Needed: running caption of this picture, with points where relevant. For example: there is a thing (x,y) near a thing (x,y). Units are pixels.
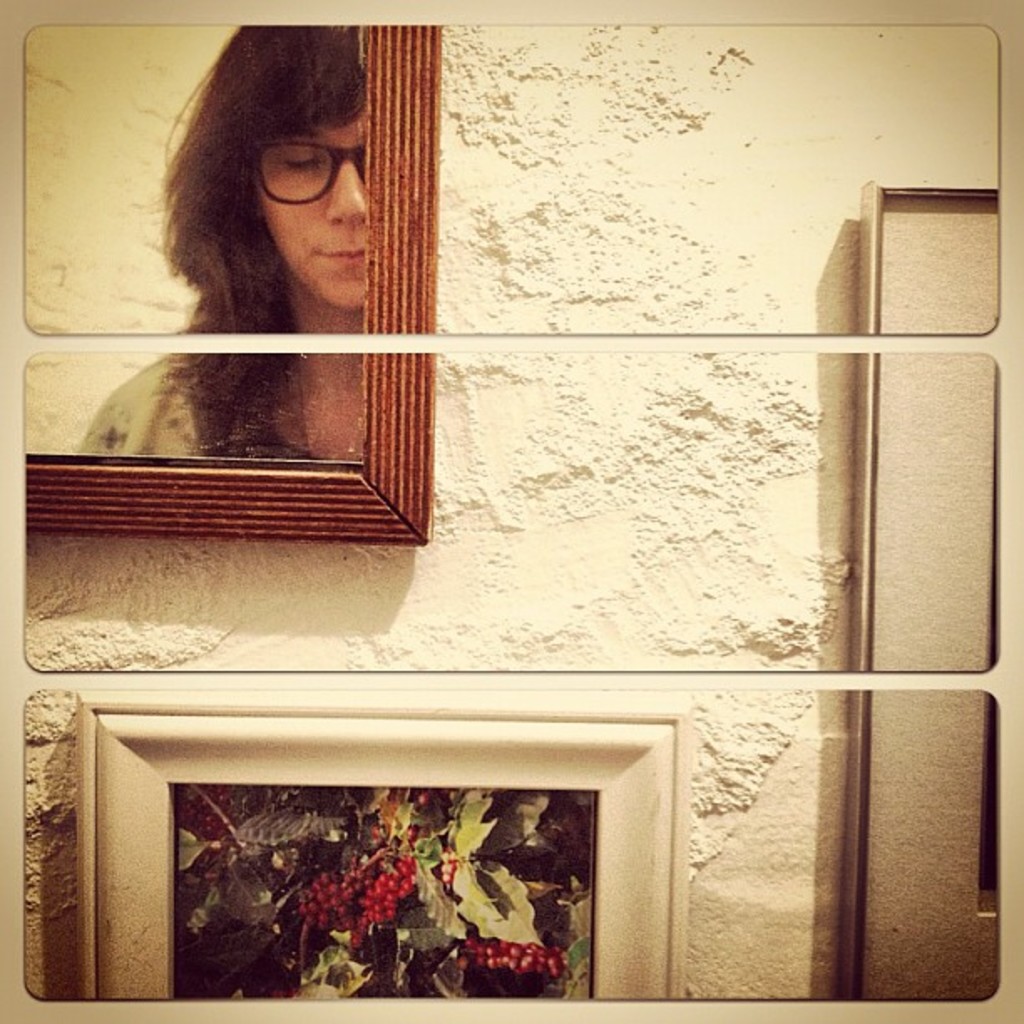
In this image I can see the frame is split into three pieces. I can see the person's reflection (318,236) in the mirror (307,143) and few frames (665,760) are attached to the cream color surface (806,834).
